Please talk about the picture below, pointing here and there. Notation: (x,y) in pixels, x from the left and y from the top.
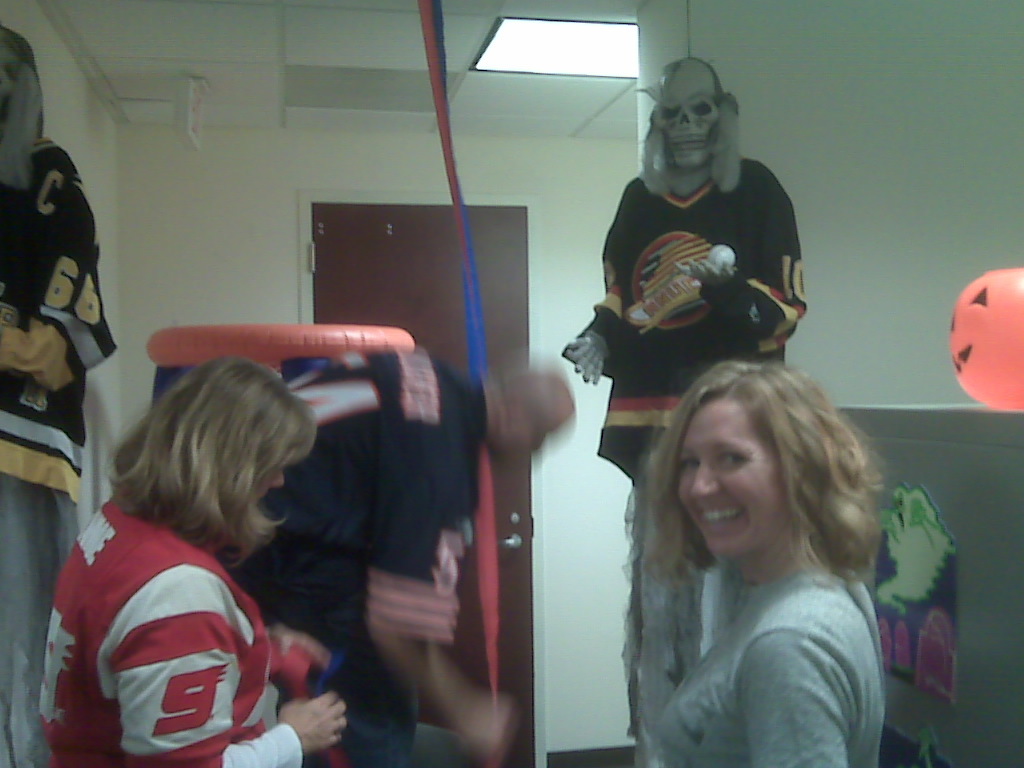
In this image there are some people (284,525) and there are some toys (753,241), in the background (418,281) there is a door (413,276) and wall (588,149). On the right side (889,453) there is a wall (1018,583) and some balloons (1000,389) and paintings (915,598), on the top (391,62) there is ceiling (234,63) and lights (524,49).
